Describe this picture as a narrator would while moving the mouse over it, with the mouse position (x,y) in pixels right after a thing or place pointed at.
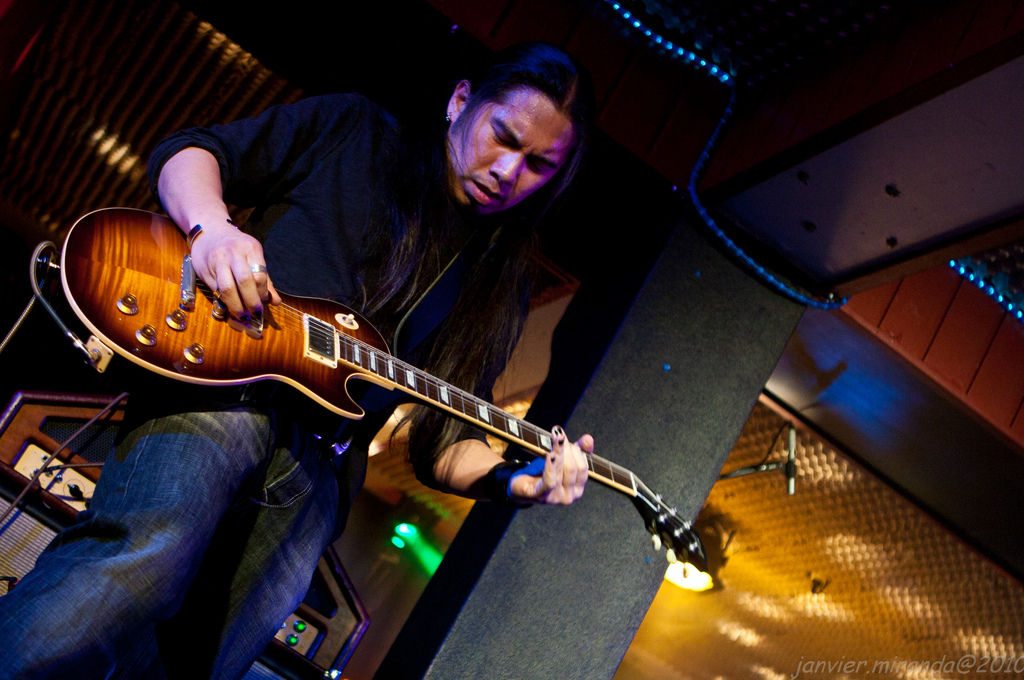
In the image there is a man (275,399), he is playing a guitar (365,358) and behind him there is some equipment (58,457), on the right side (690,230) there is a pillar (622,404) and there are different lights (984,290) behind the man (210,200).
